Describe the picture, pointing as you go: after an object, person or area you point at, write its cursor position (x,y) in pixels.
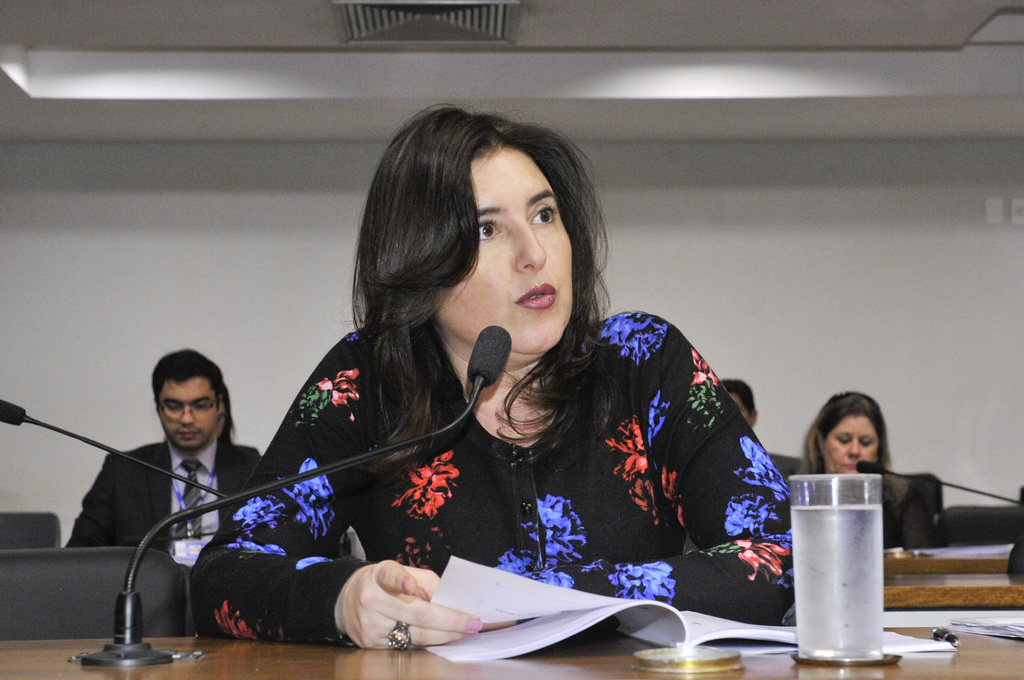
There is a Mic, papers (453,656) and a glass (859,644) is present on a wooden surface (457,668) as we can see at the bottom of this image (556,656). There is one woman (567,428) sitting and holding a paper (470,591) is in the middle of this image (558,272). We can see other people (190,412) in the background (208,416) and there is a wall (682,281) present behind these persons (219,408).
